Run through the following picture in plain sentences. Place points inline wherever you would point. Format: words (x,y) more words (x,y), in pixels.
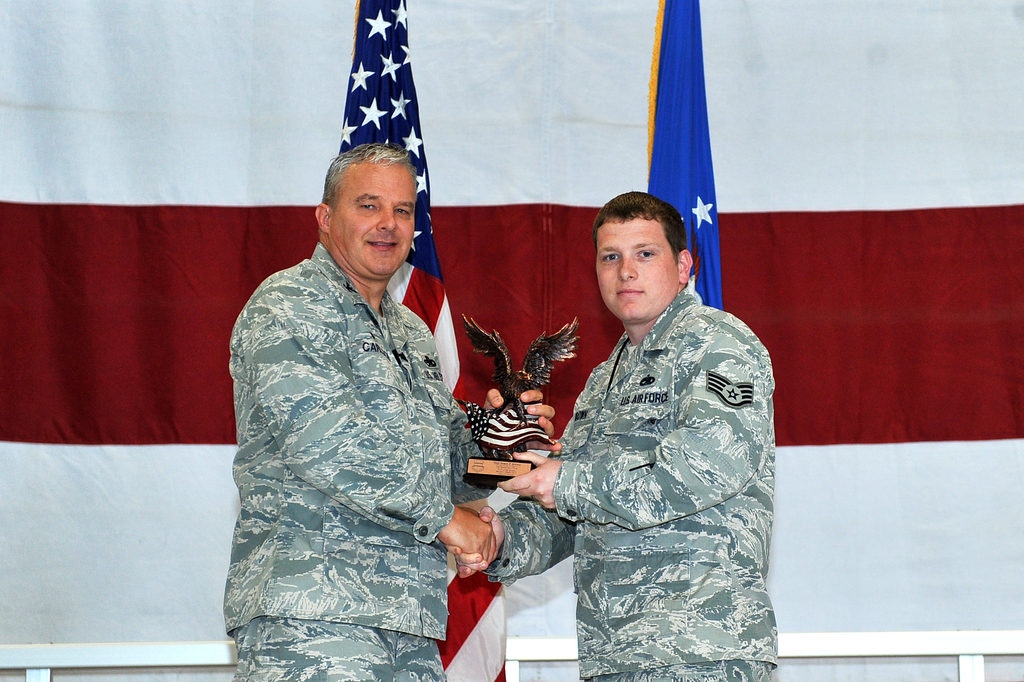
In this picture there are two people (717,491) standing and holding a statue (526,382). In the background of the image (531,271) we can see flags (416,157), white object (930,644) and colorful cloth (599,201).
